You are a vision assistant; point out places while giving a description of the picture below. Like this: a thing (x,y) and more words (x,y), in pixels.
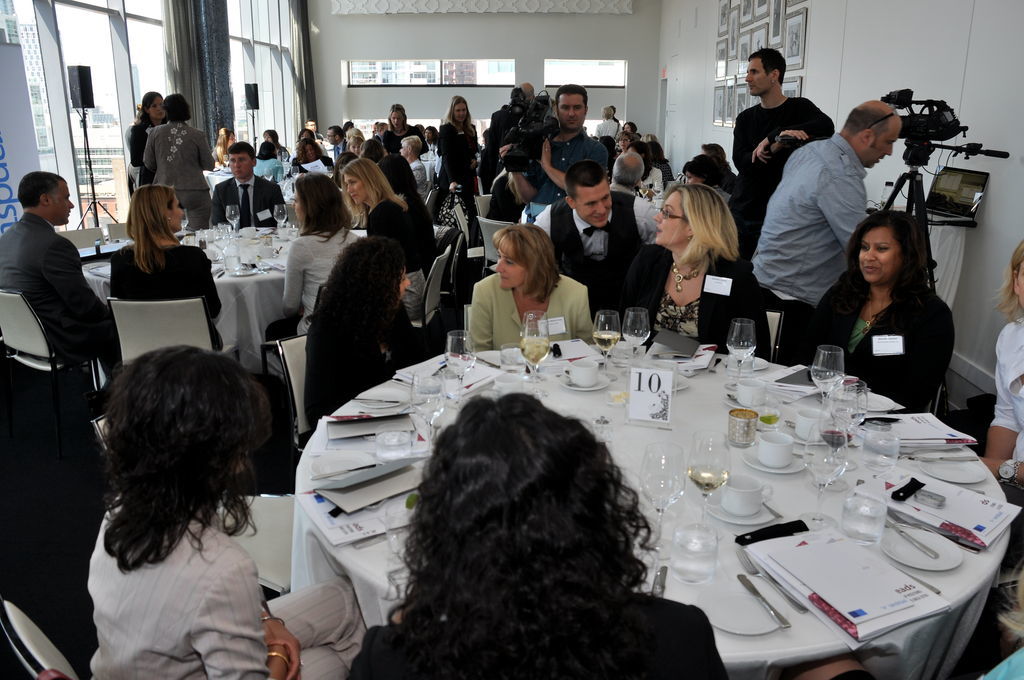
In this image I see number of people (645,142) in which most of them are sitting on chairs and few of them are standing, I can also see these 2 are with the video camera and I see a laptop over here. In the background (997,186) I see the wall (366,113) and the windows (232,8).
